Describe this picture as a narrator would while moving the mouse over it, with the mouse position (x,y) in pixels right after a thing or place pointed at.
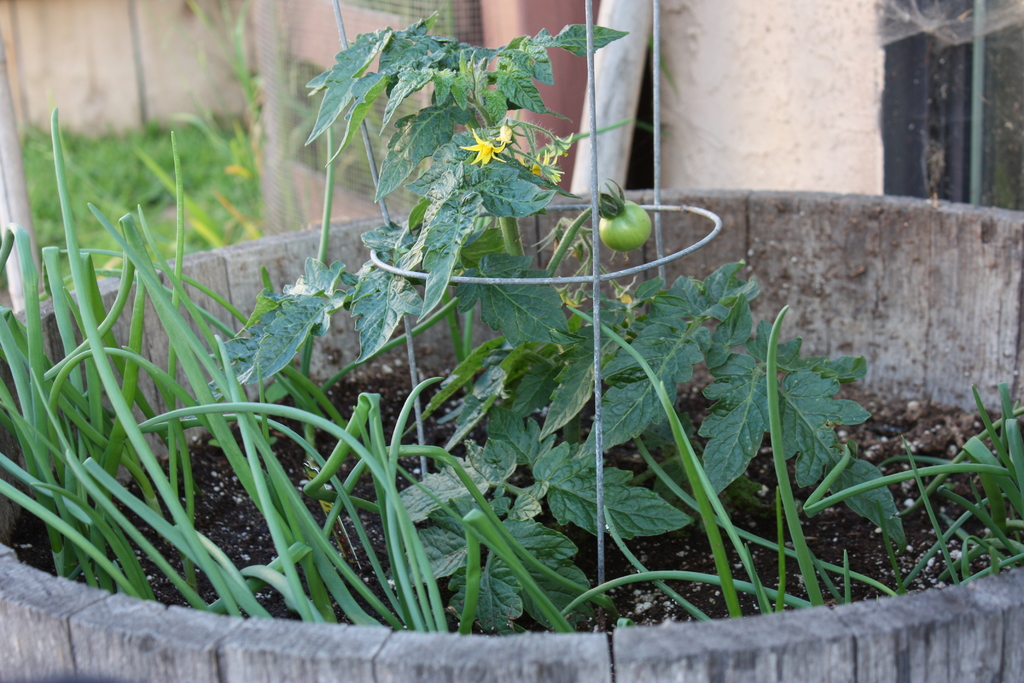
In this image I can see few plants (421,510) in a wooden pot (829,258). In the background (751,86) there is a wall (724,92) and some other objects (313,47) and also I can see the grass (96,168).
